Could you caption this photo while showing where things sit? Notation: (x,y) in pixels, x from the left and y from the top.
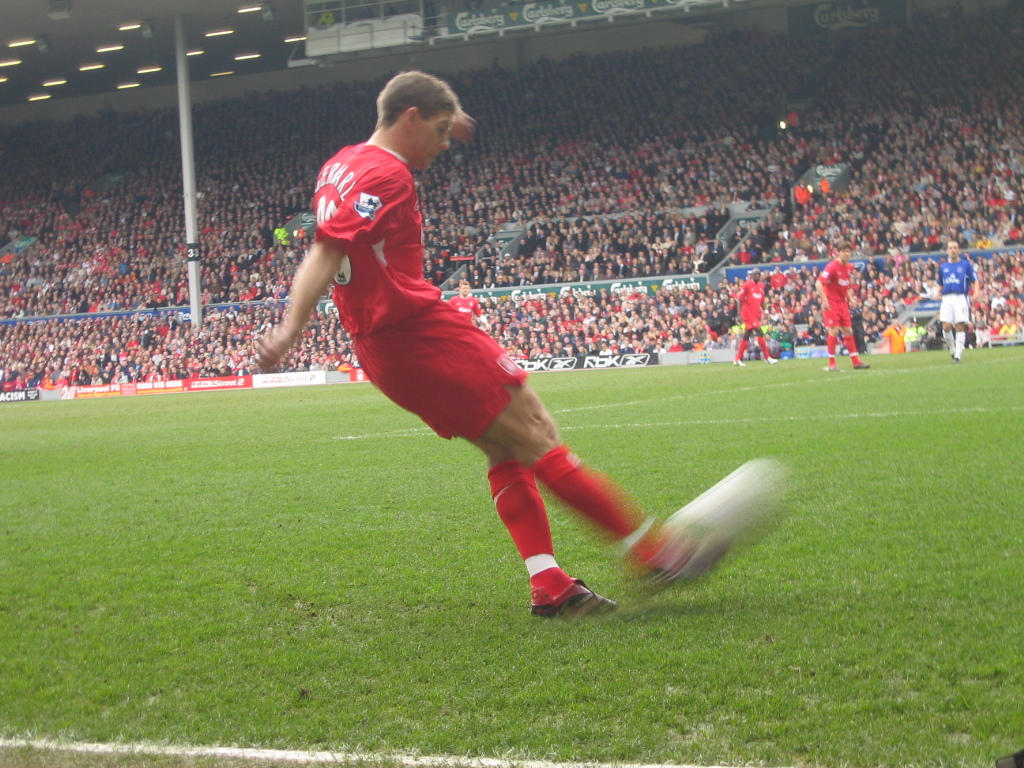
In this image there is a man (337,306) standing on the ground (234,625). Near his legs (661,532) there is an object (727,509). It is blurry. It seems to be a ball (697,510). To the right (837,318) there are three people (842,305) standing on the ground (865,635). In the background (655,193) there are many people (178,226) sitting on the chairs (577,213). In the top left (79,68) there are lights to the ceiling (114,35). Beside it there are boards (476,13).
